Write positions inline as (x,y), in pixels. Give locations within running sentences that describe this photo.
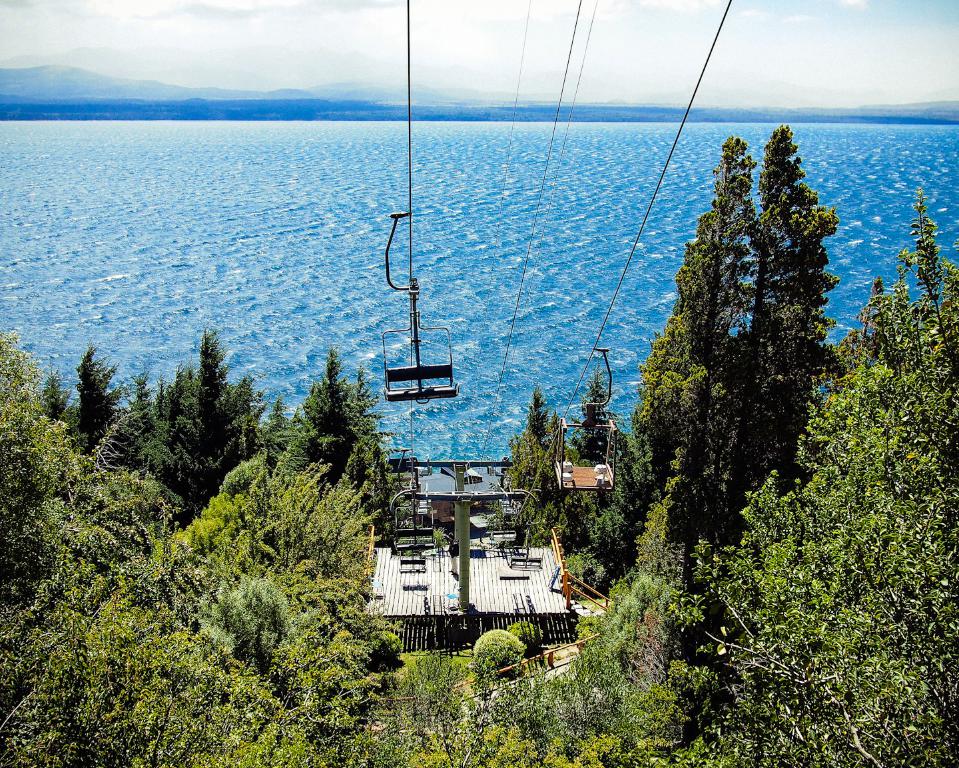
In the image there is a wooden stage (427,563), beside that there is a railing (562,554) and on the stage (444,564) there are one pole (454,497) and there are ropeways (425,395) attached to the ropes (488,425) and around the wooden stage (387,579) there are trees (636,457), in the background (393,243) there is a water surface (269,299).
